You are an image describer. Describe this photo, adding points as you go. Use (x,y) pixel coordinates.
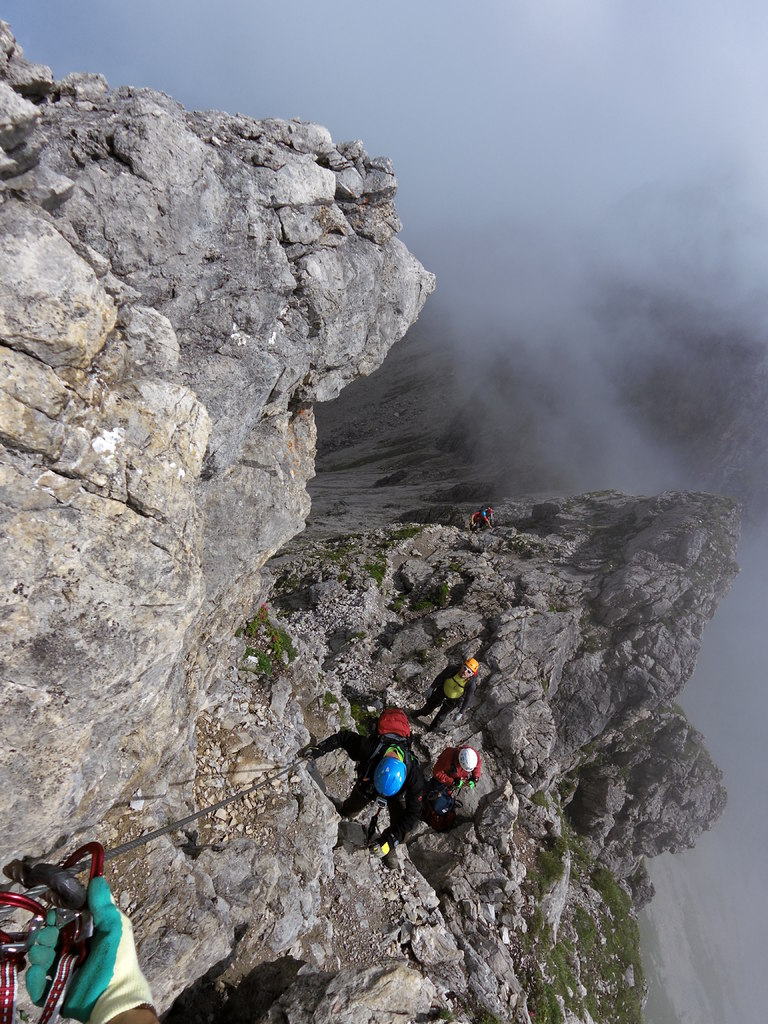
Here I can see few people (362,745). One person (385,770) is climbing the rock mountain (240,768) and other three persons (468,682) are standing. Everyone is wearing helmets (393,776) to their heads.
